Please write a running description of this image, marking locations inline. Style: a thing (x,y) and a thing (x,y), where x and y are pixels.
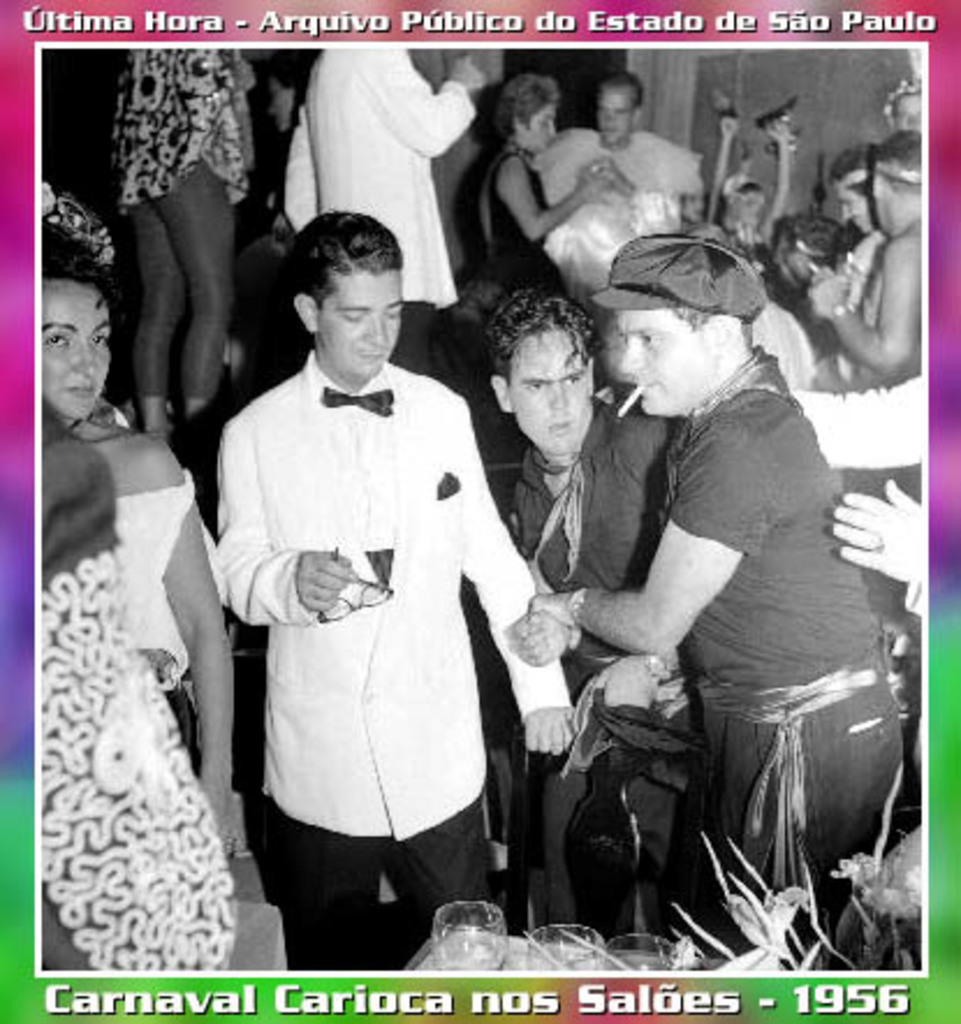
This picture is consists of a photograph (465,520) in the image, in which there are people (430,392) in the center of the image (395,357) and there are glasses (483,941) at the bottom side of the image (582,940).
